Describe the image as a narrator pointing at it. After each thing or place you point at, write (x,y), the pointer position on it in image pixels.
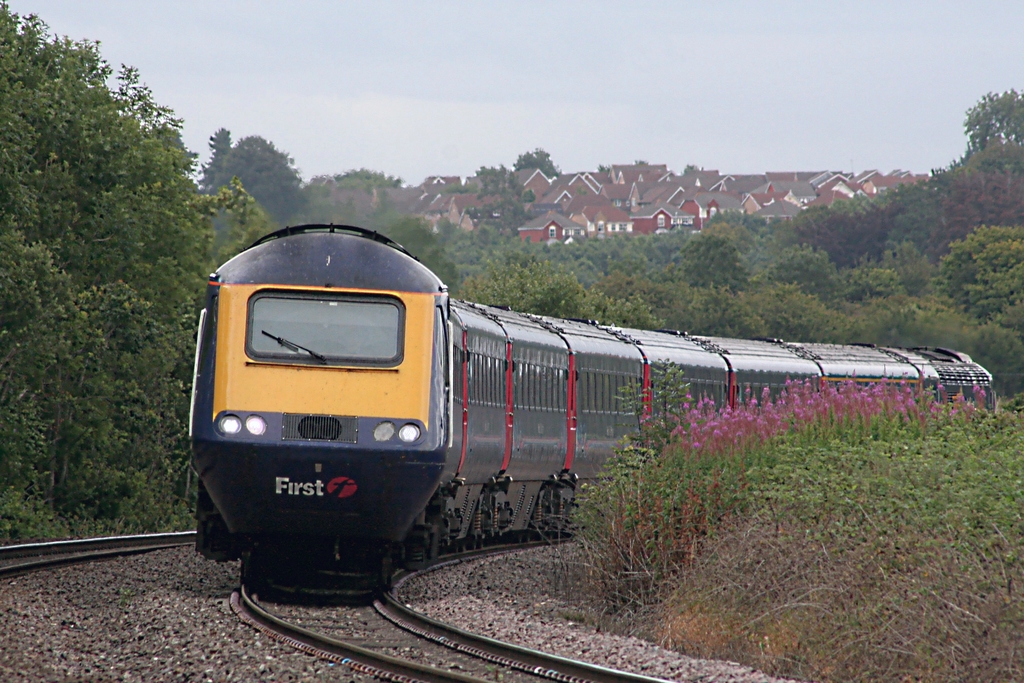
In this image I can see a train (480,442) on the railway track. Here I can see plants (850,515), flowers (830,401) and trees (749,232). In the background (439,78) I can see the sky (361,96) and trees (727,224).
